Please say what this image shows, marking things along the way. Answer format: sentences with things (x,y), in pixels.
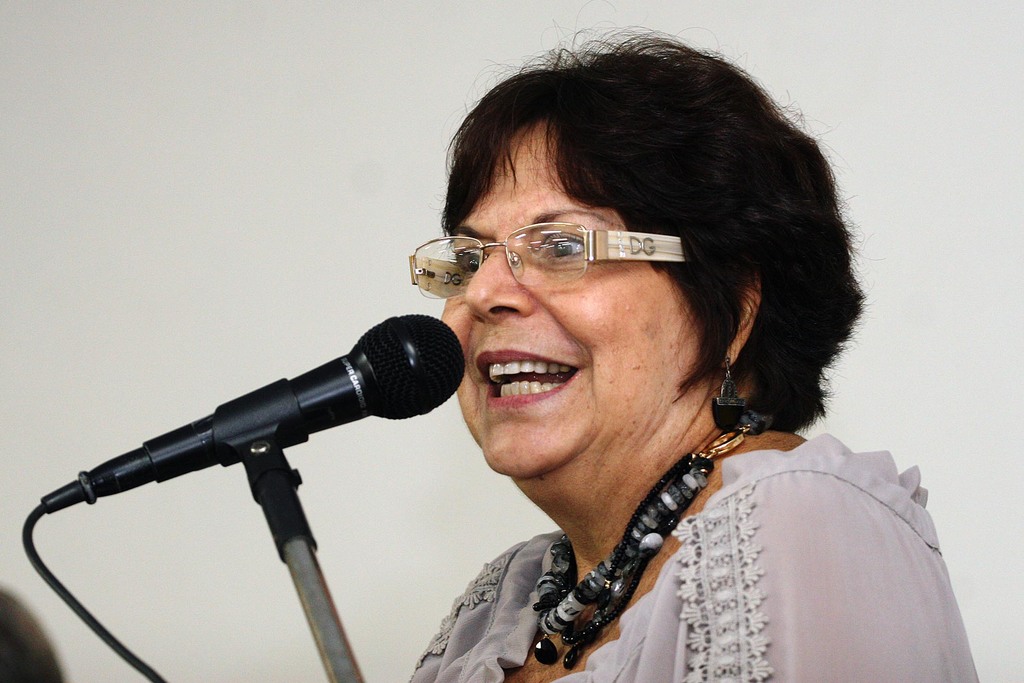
In this image we can see a lady person (618,535) wearing white color dress (718,597), spectacles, black color necklace (642,533) standing and there is microphone (210,433) in front of her.
